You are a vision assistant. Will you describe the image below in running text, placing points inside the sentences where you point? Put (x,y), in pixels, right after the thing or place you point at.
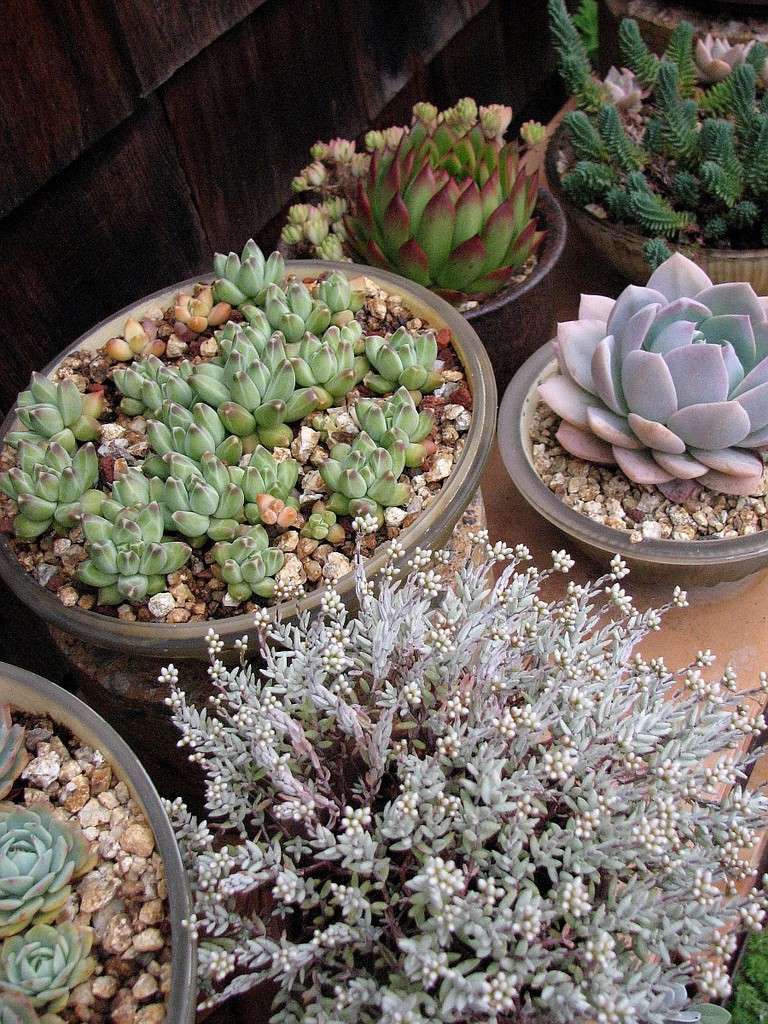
In this image I can see the brown colored table (727,610) and on the table (700,611) I can see few flower pots (589,548) with plants (645,206) in them which are green, brown and red in color. I can see the black and brown colored background (95,67).
